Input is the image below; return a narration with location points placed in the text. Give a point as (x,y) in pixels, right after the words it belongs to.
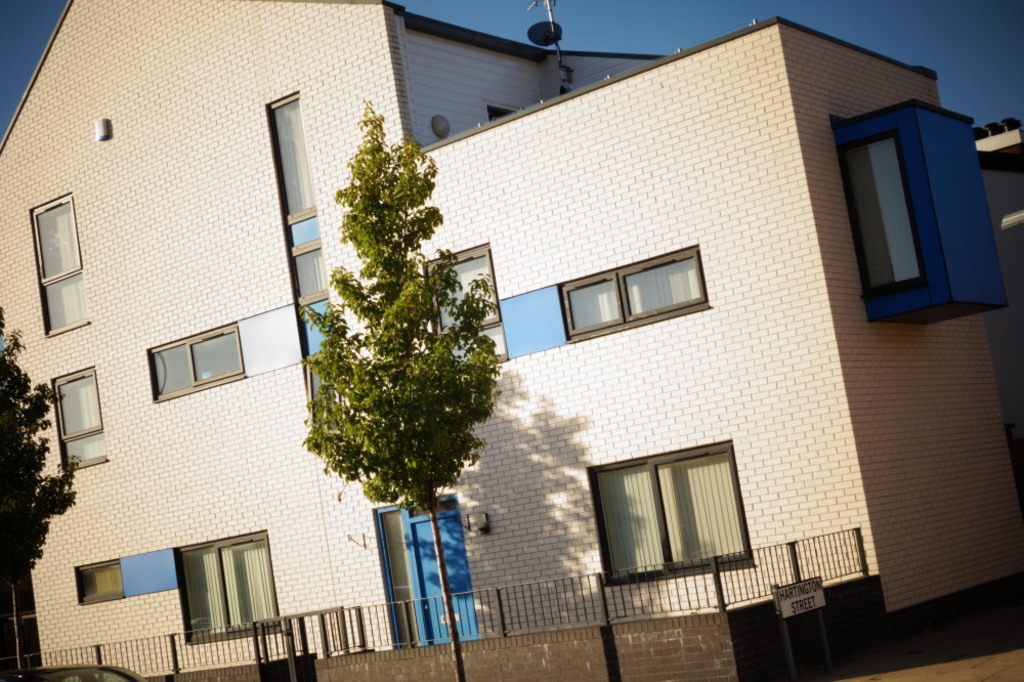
This picture consist of house (351,243), tree (411,426), wall (546,545), fence (287,616), sign board (786,606), windows (650,548), door (431,560), sky (648,36).
